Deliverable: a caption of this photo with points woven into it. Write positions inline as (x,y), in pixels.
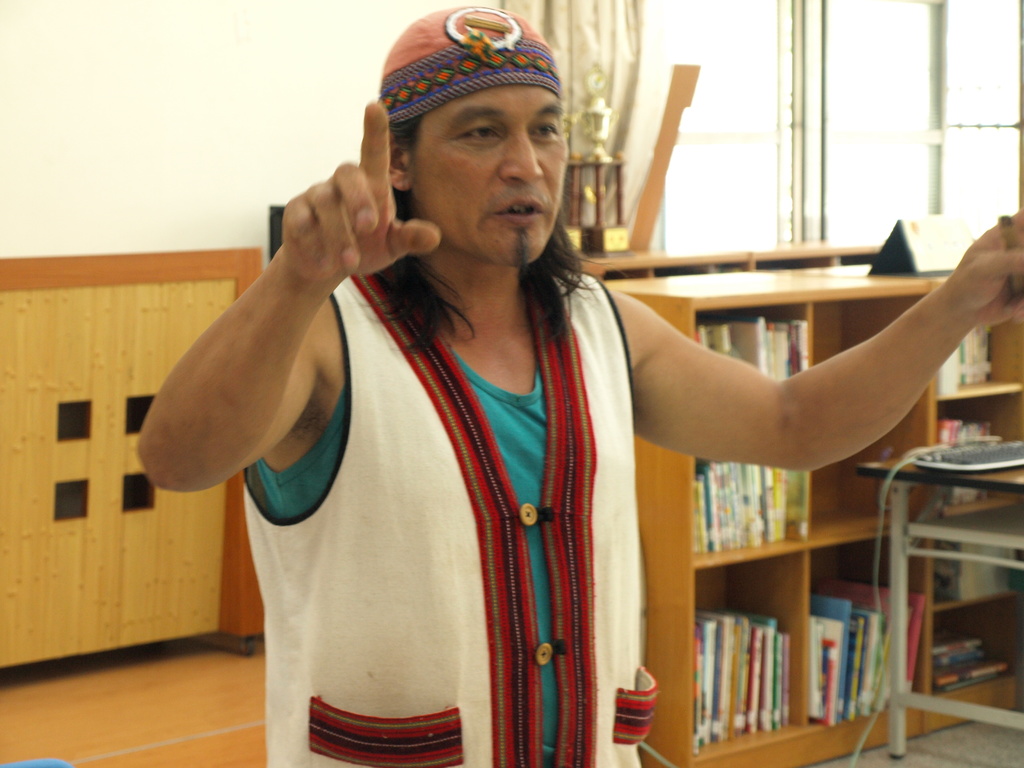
In the middle of the image (602,410) a man (378,331) is standing and talking. Behind him there is a table (776,279). Bottom right side of the image (800,649) there is a bookshelf (858,499) and there is a table (1003,718) on the table (1003,479) there is a keyboard (967,449). Top right side of the image (1004,38) there is a glass window (1023,120). Top left side of the image (144,53) there is a wall (54,54).
